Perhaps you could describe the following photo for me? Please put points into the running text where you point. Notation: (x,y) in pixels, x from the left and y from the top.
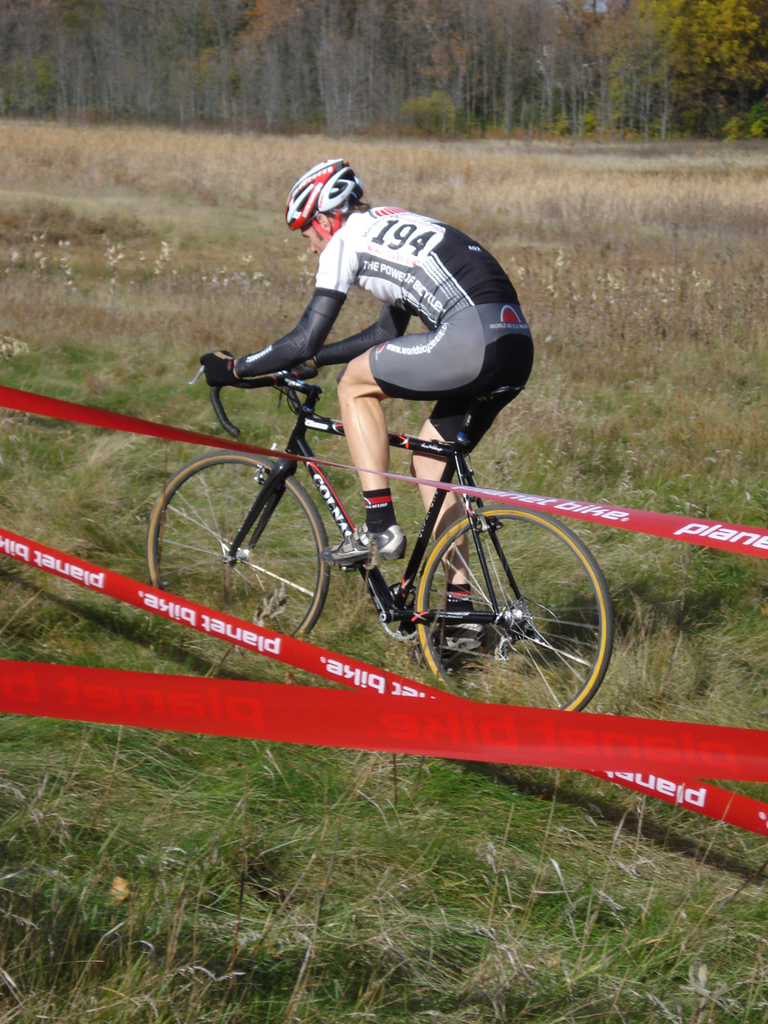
In this image there is a person (356,363) cycling on the grass (269,406), beside him there are red colored stripes (61,668), in the background of the image (222,75) there are trees (325,116).
